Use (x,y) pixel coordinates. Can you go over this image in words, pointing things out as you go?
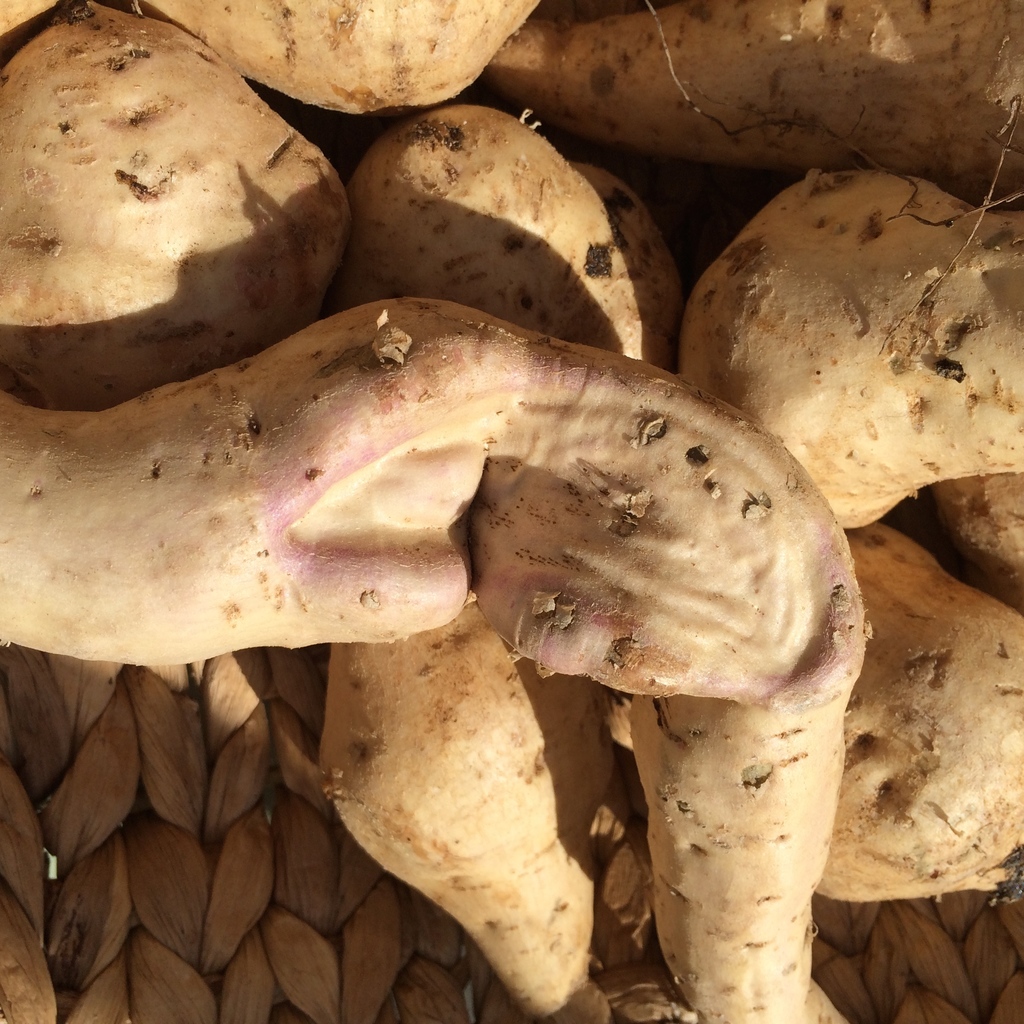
In this picture we can see there are sweet potato (419,441) on an object (165,732).
